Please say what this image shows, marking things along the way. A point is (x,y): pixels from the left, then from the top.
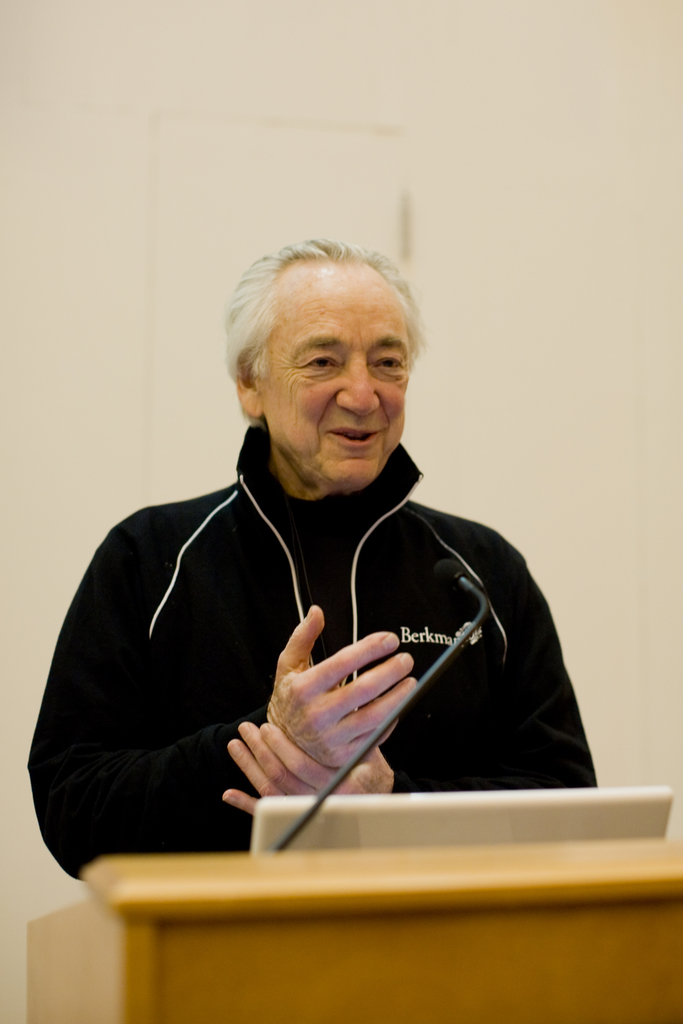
In this picture I can see a man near the podium (61,938). I can see a laptop (266,830) and a mike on the podium (310,855), and in the background (474,42) there is a wall (91,217).
